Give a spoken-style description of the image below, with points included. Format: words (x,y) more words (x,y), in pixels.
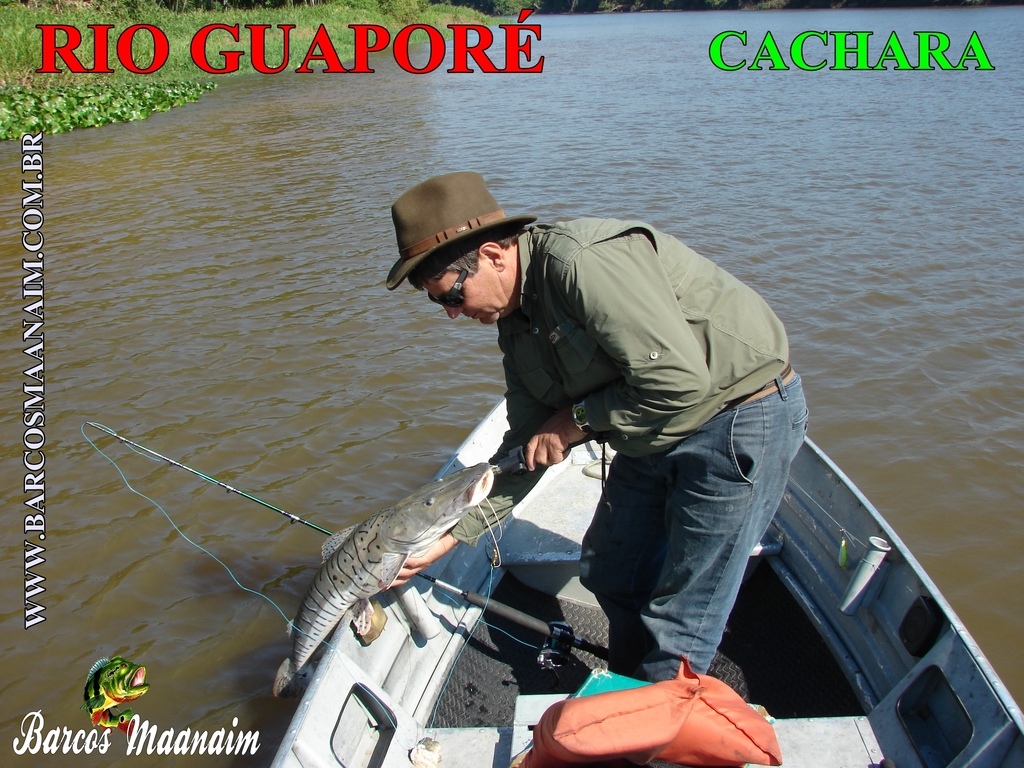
This is the man (602,535) holding a fish (332,580) and standing in the boat (755,600). He wore a cap (408,219), goggles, jerkin (694,319), wrist watch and trouser (670,592). This looks like a fishing rod (492,607). I think this is the life jacket (654,725), which is placed in the boat (809,538). This boat (806,528) is on the water (916,461). I think this is the grass (84,81). I can see the watermarks (53,57) on the image.
